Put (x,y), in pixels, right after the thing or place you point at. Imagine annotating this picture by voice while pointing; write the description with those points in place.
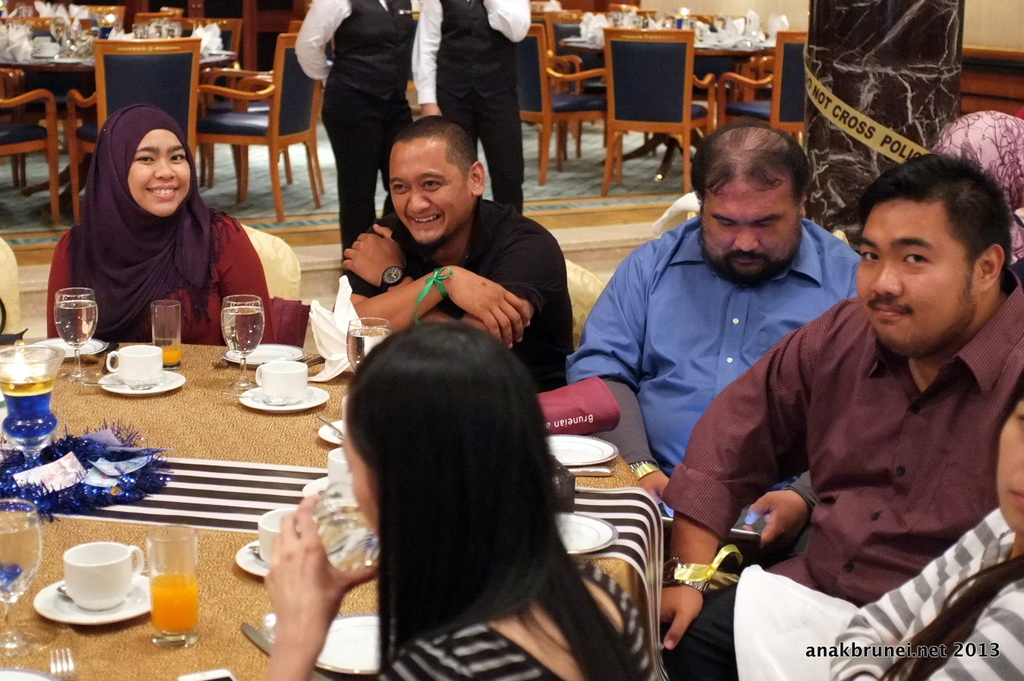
In this image I can see few people (546,537) are sitting on the chairs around the table (186,511) and smiling. On the table (136,630) I can see few cups (153,362), glasses (254,344) and spoons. In the background (53,85) also there are some tables (238,55) and chairs (142,81) and there are two persons (435,41) standing.
